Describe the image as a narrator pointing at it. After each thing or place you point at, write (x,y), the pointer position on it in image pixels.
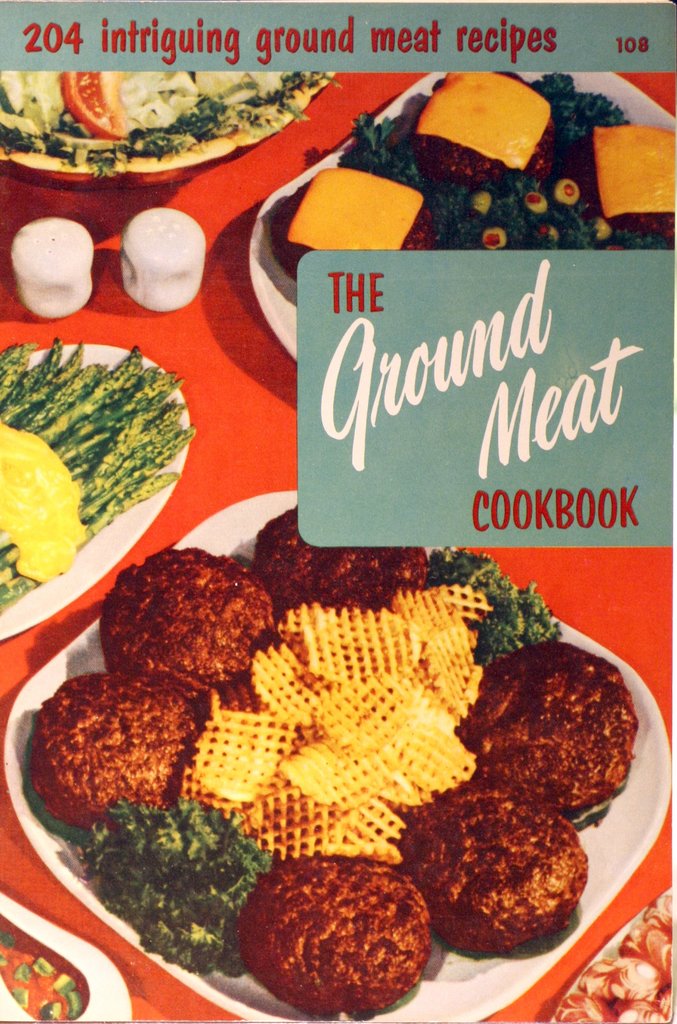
In this image I can see few food items (494,575) in the plates (644,775) and they are on the red color surface (263,360) and something is written on it.
